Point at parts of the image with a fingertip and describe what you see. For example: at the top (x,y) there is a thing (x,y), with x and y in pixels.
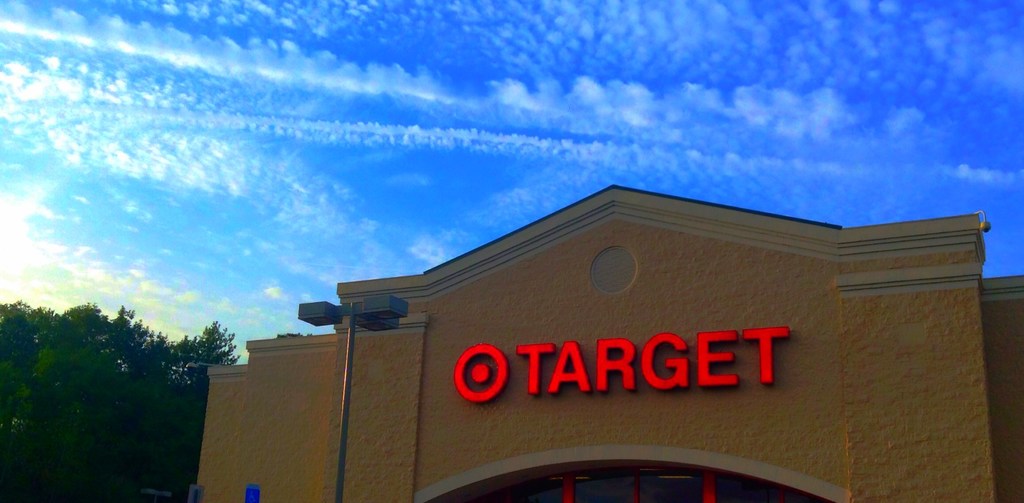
In this image we can see a building (666,314) with windows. We can also see some lights (313,305) to a pole (355,317). On the backside (173,425) we can see a group of trees (146,392) and the sky (80,251) which looks cloudy.
